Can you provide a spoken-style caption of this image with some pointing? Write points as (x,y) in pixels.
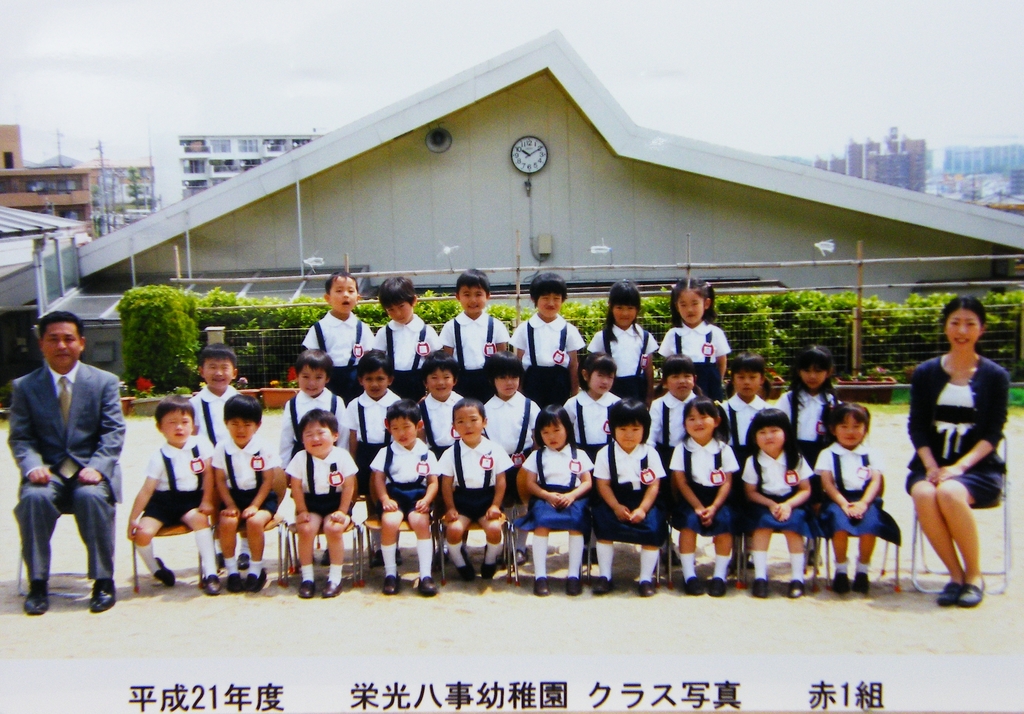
In this image I see number of children (476,316) in which most of them are standing and I see that rest of them are sitting and I see a man (66,406) and a woman (951,466) who are sitting too and I see the watermark (395,697) over here. In the background (15,320) I see number of buildings (600,194) and I see the clock (536,161) over here and I see the bushes (891,320).
